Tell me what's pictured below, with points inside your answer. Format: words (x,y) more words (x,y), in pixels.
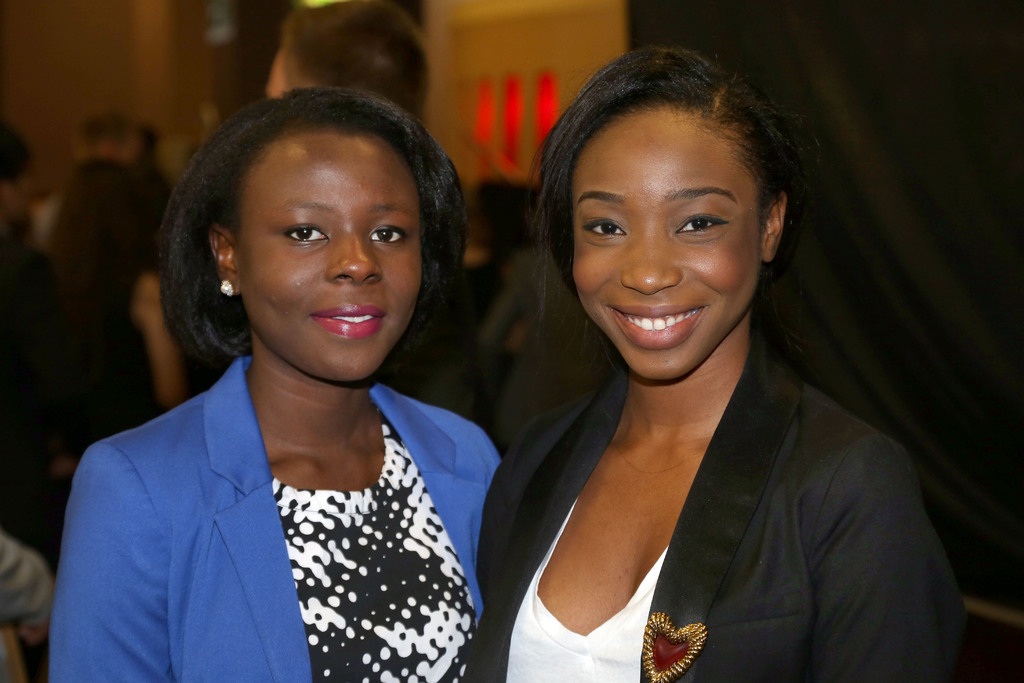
In this image we can see two persons (352,495) wearing blue and black color dress (526,533) respectively hugging each other and posing for a photograph and in the background of the image (125,175) there are some group of persons (96,218) standing and there is a wall (161,102).
